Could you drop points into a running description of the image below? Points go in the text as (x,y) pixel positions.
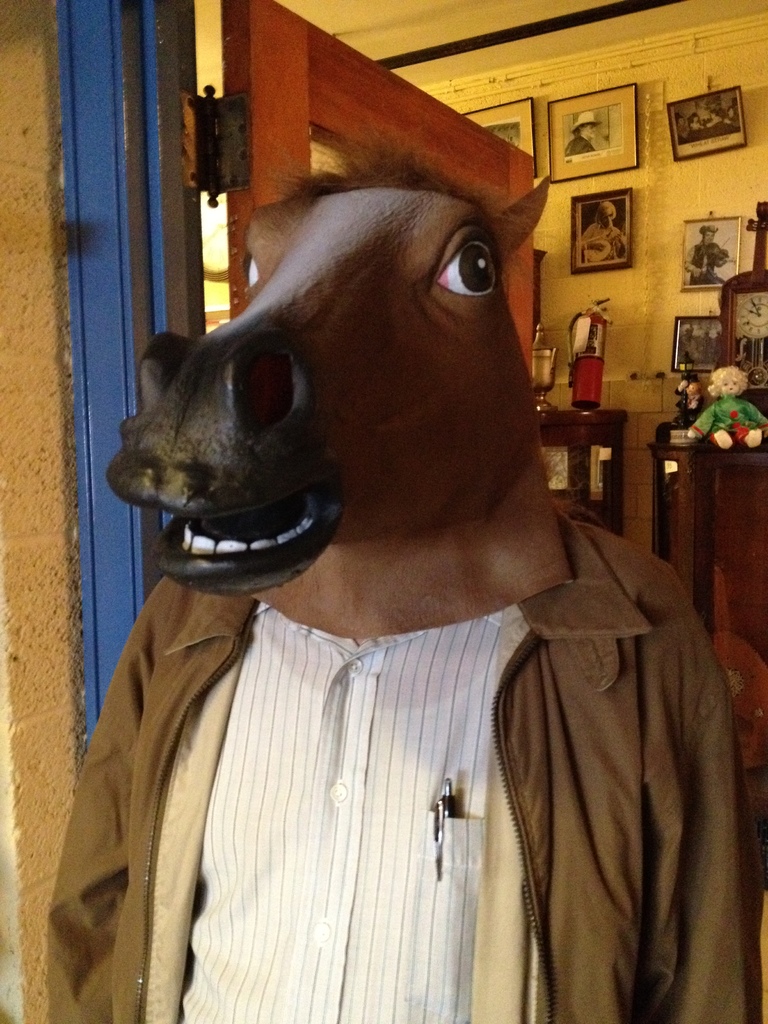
In the image i can see a person (339,532) wearing a mask (247,392) and in the background (272,93) i can see a door (282,93), photo frames (486,113) and the doll (756,417).
